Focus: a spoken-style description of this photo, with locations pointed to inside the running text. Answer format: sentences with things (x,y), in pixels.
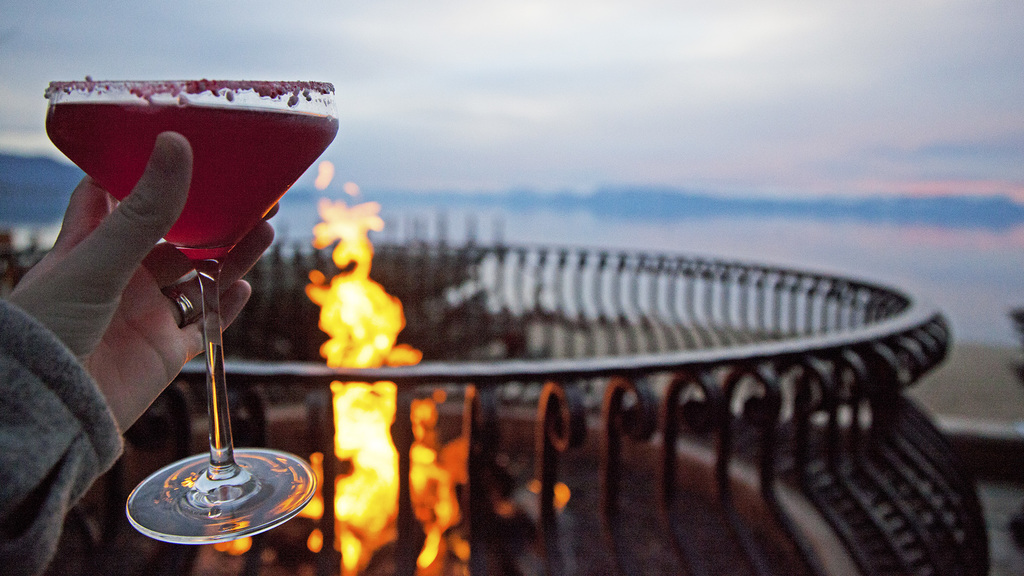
In the picture there is some drink (207,114) in a glass (204,465) held in a person's hand (122,328) and in the background (359,343) there is fire (362,408) and around the fire (362,232) there is fence (433,299).
